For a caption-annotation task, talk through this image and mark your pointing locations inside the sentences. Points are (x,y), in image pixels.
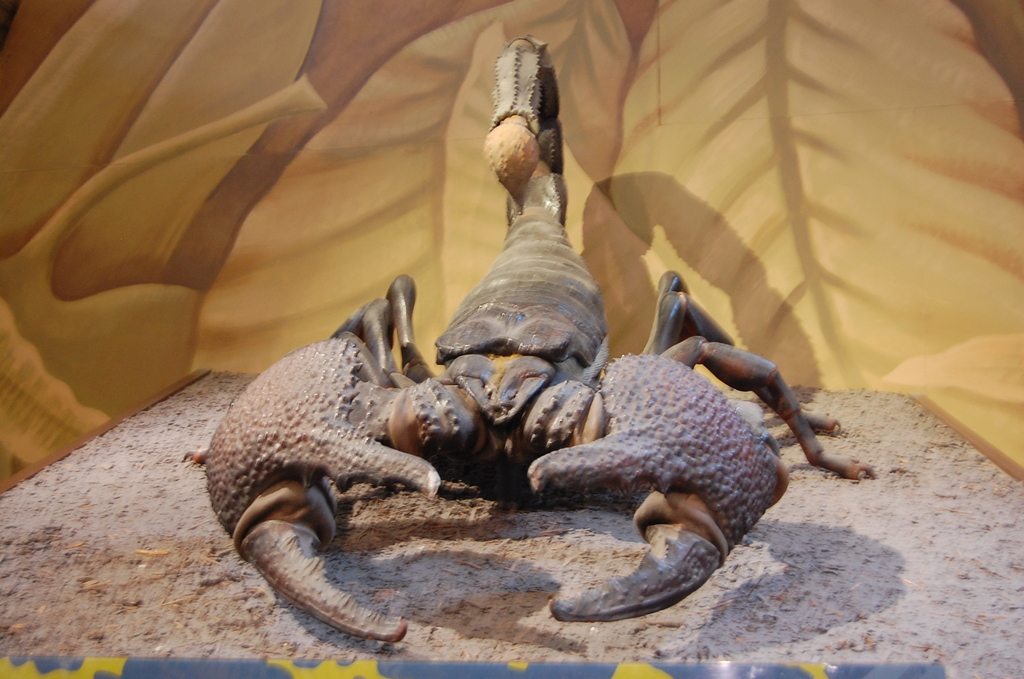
In this picture I can see a insect (691,400) on the ground (840,530), behind we can see a plastic thing (215,225).
